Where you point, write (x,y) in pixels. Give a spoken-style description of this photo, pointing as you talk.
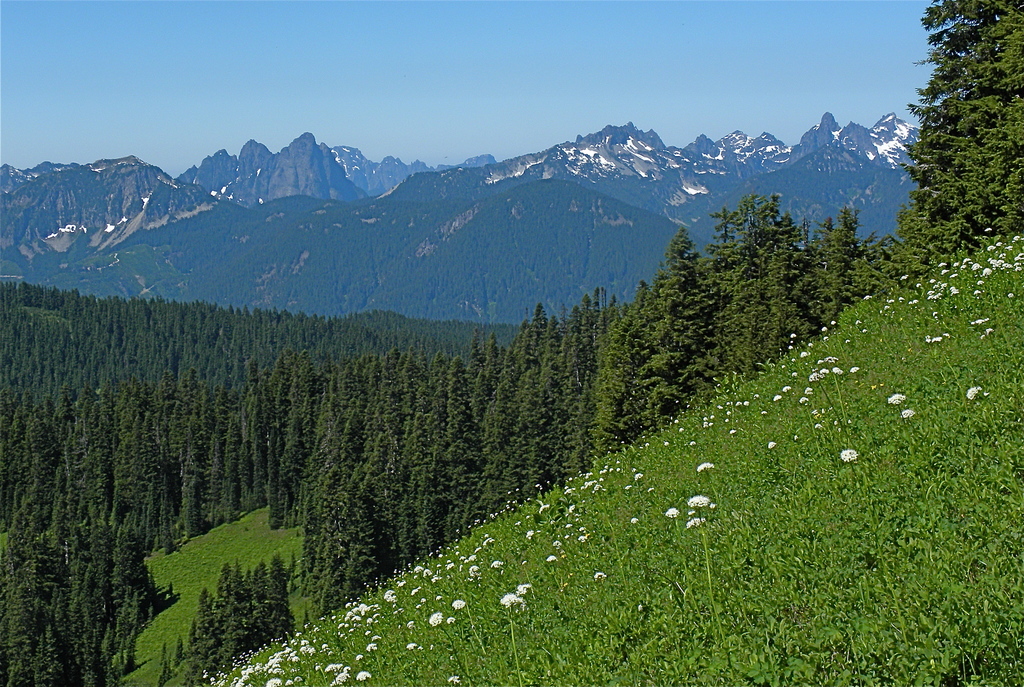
In this image we can see there are flowers (708,554), plants (818,531), trees (606,402), mountains (336,205) and a sky (319,95).
